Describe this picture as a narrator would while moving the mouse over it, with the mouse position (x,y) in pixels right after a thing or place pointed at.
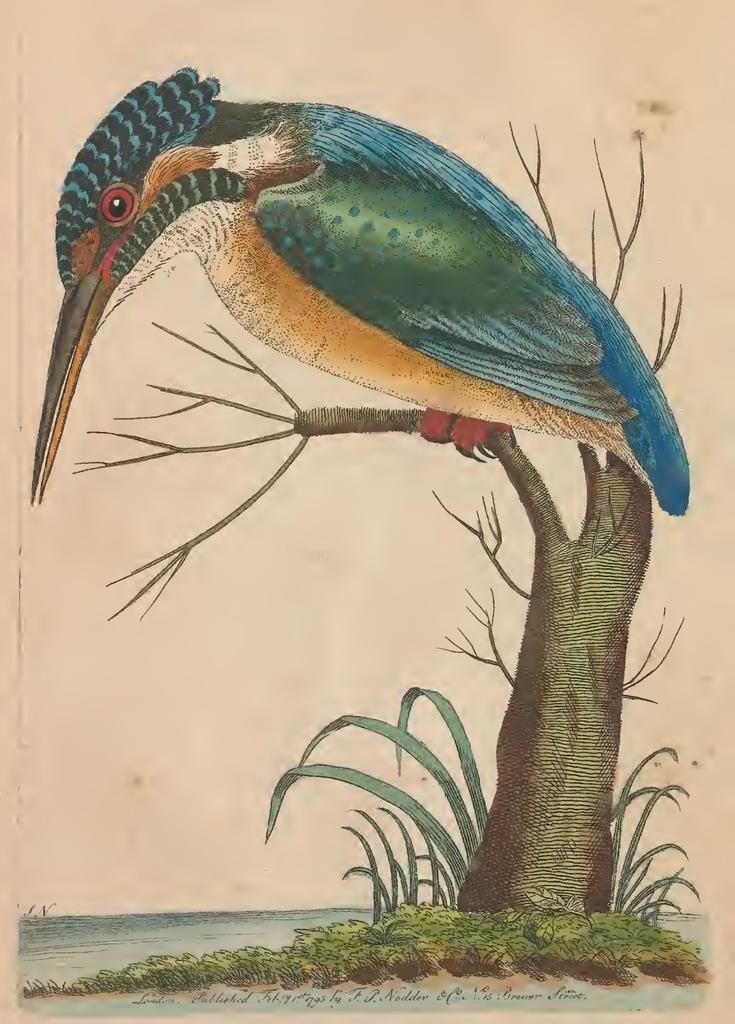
This image is a painting. In this image there is a tree (539,535) and we can see a bird (338,340) on the tree (602,907). At the bottom (417,920) there is grass (445,927) and we can see water (131,931).
